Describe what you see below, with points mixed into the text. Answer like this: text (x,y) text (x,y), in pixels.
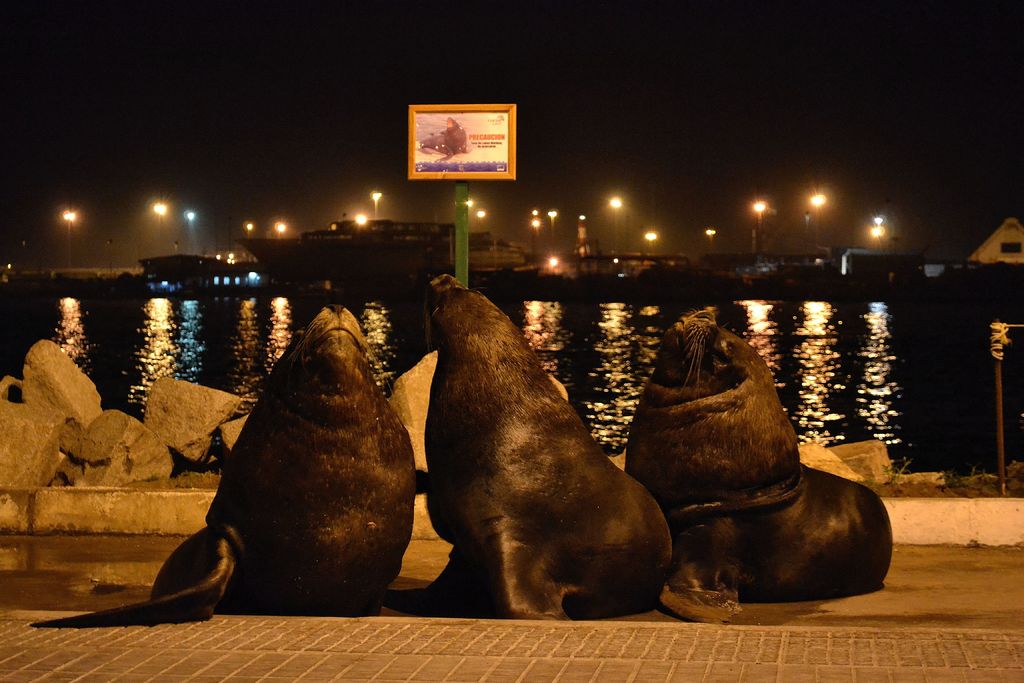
In this picture we can see three seals (289,524) on the ground (919,571), stones (74,442), water (228,338), board (471,166), ship (418,236), lights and in the background (96,211) we can see the sky (519,105).
